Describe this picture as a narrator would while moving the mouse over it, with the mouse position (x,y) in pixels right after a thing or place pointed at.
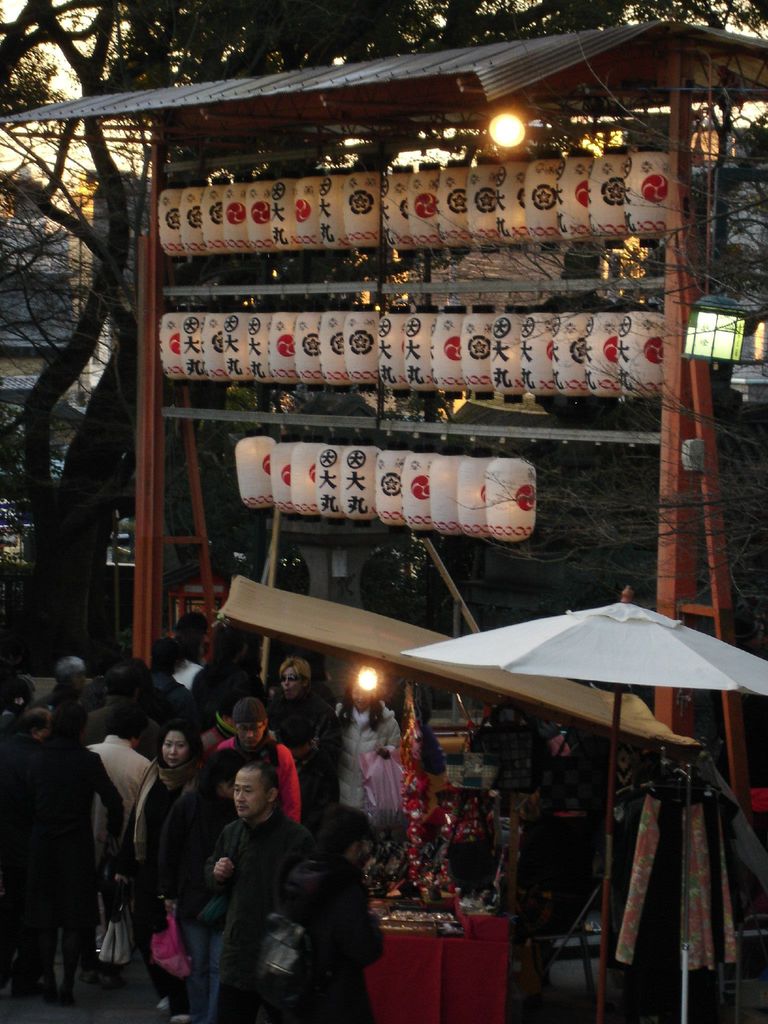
In the image there are some objects (374,462) attached to the wooden sticks (172,414) under a shelter (543,60) and around those wooden sticks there are a lot of people (182,699) and beside them there are some stores (487,753), in the background (37,406) there is a tree (147,39).
